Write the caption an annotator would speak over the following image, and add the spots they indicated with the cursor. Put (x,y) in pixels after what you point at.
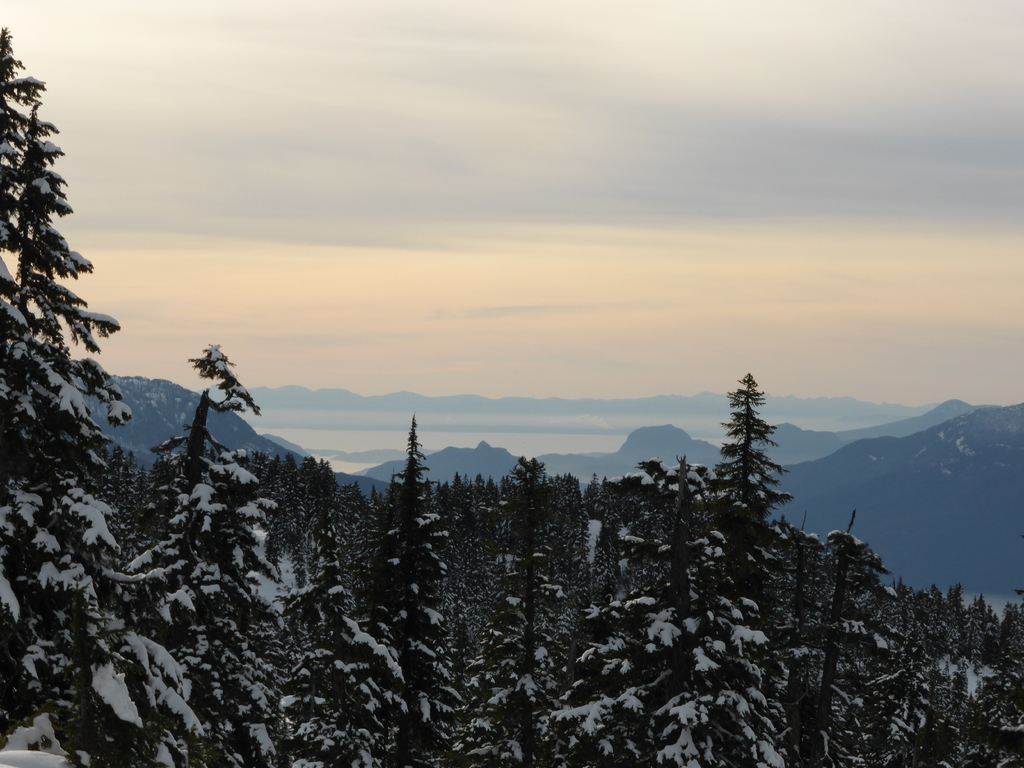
In the picture I can see few trees (372,608) which are covered with snow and there are mountains (888,455) and trees (466,595) in the background (594,430).
